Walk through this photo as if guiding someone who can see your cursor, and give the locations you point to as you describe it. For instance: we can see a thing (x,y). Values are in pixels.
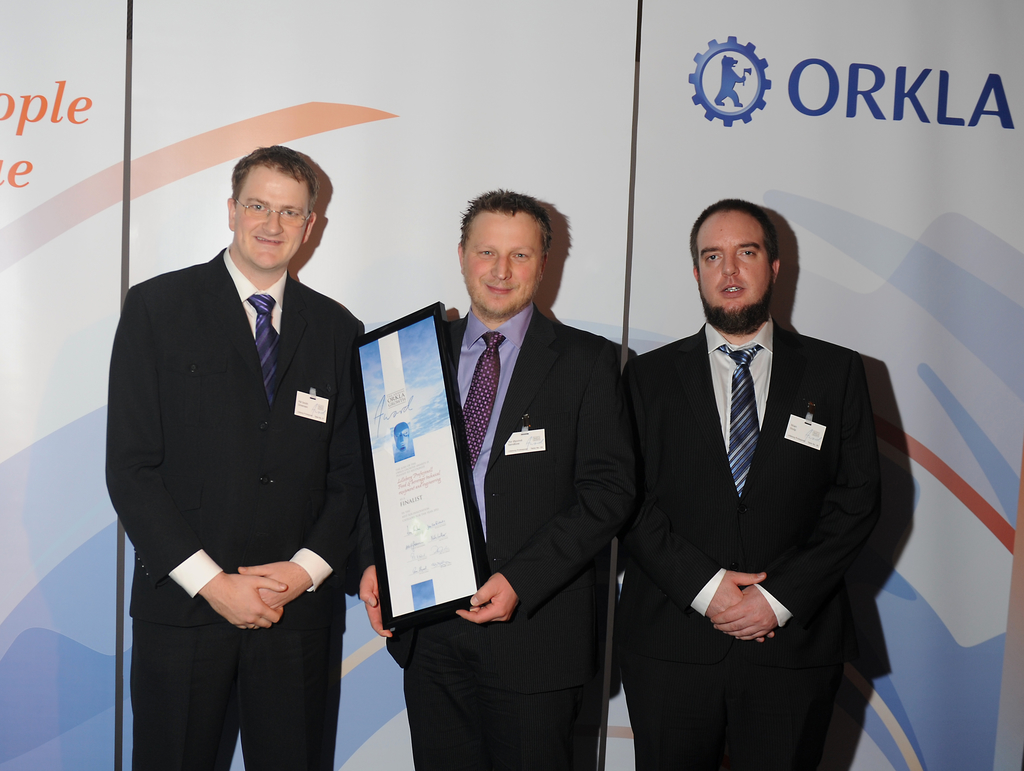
In this image in the center (483,380) there are three persons (468,444) who are standing and one person (525,673) is holding one board (414,487), in the background (76,415) there are some boards (955,291).
